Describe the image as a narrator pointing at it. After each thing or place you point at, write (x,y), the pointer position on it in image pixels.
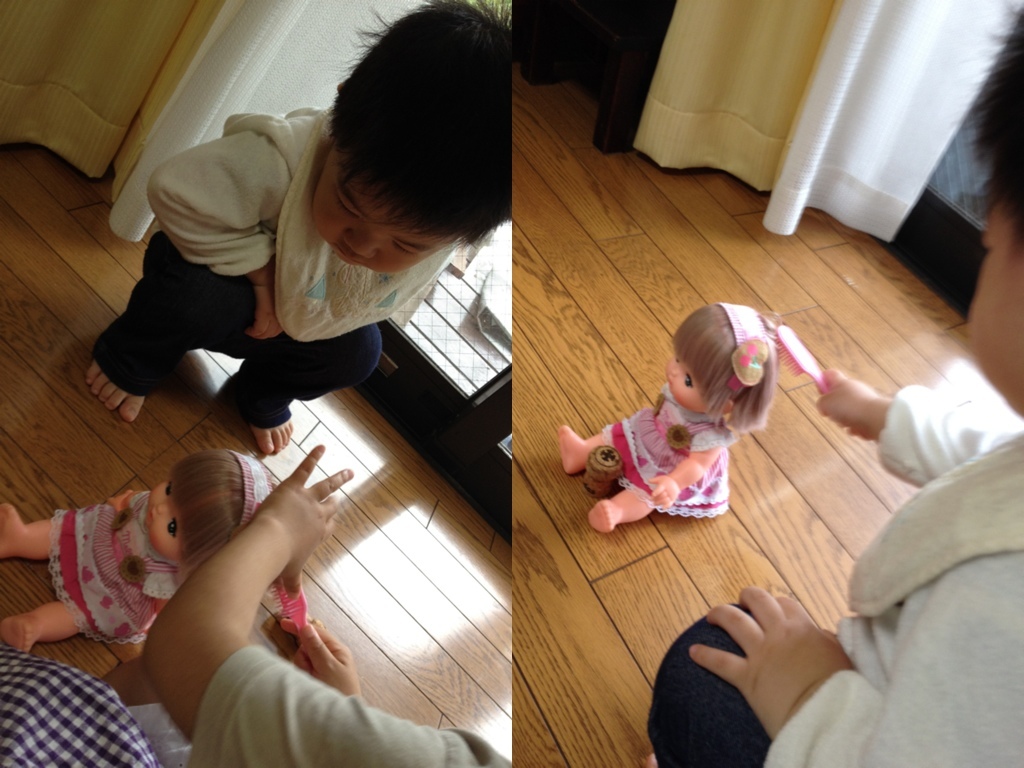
In this image we can see the collage picture. In the collage picture there are a child (224,642) holding a doll (117,558), a child (235,317) sitting on the floor (215,352), curtain (153,76) and a window (469,297).
